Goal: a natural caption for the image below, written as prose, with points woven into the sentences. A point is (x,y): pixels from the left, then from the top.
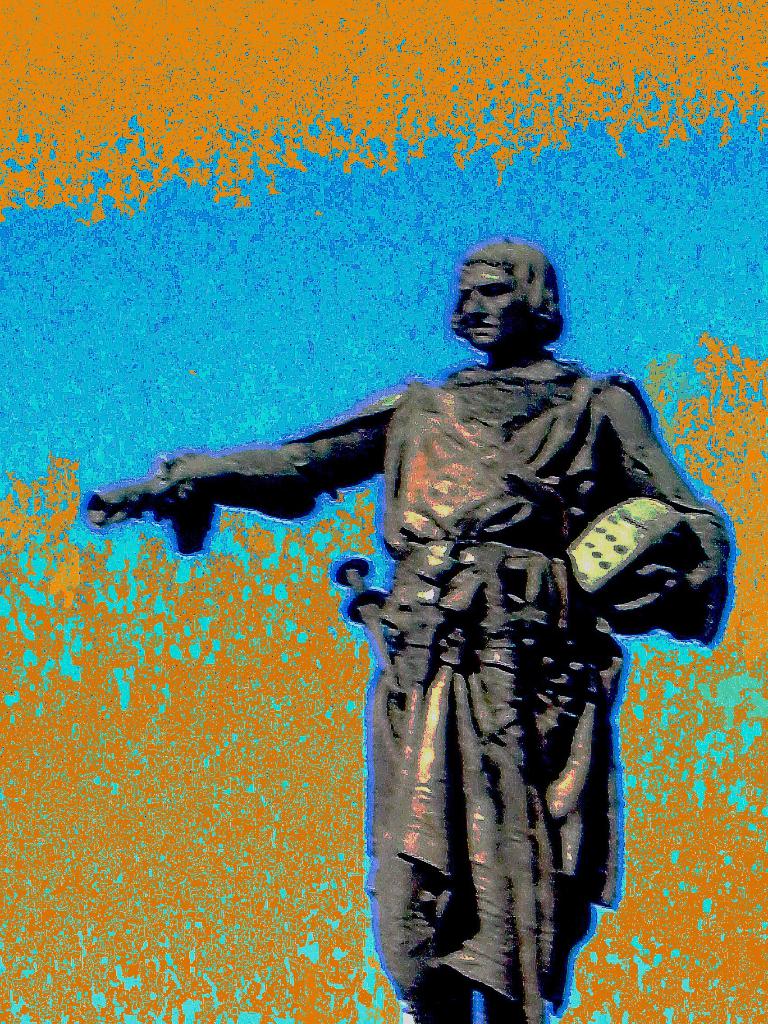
This is an edited image. Here we can see a statue (598,735). There is a yellow and blue color background (251,243).
